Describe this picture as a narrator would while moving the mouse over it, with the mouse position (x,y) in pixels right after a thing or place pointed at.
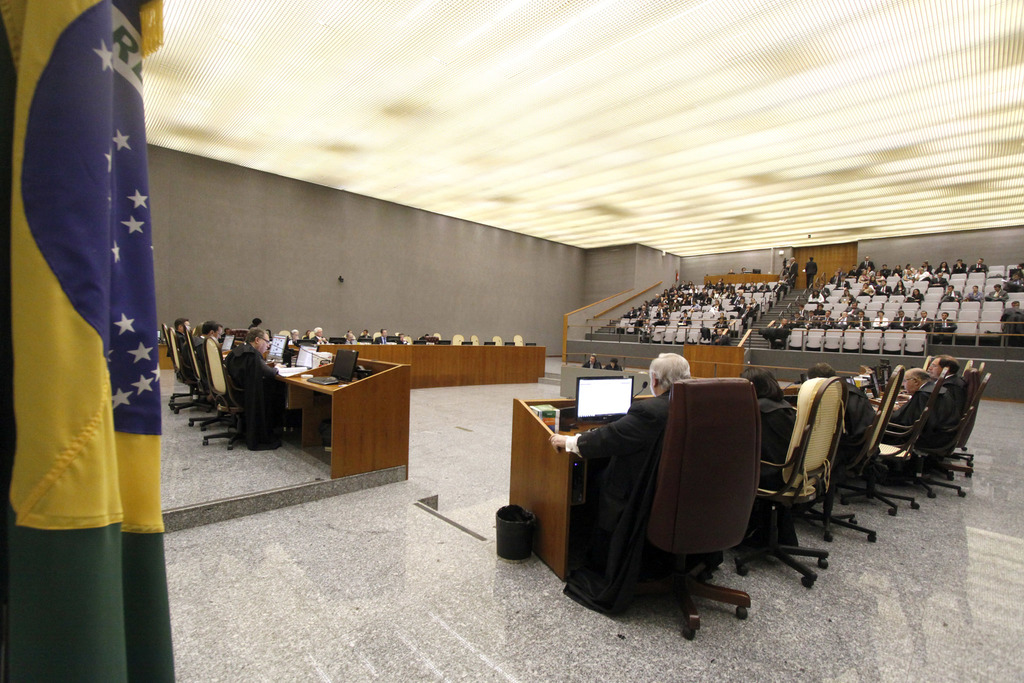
There is a flag (76,352) with yellow, blue and green color. And there are many people (242,353) sitting on chairs (661,477). On the table (551,495) there is a computer (609,403). Near to the table (549,478) there is a dustbin (524,528). In the background (763,333) also many people (808,317) are there.
